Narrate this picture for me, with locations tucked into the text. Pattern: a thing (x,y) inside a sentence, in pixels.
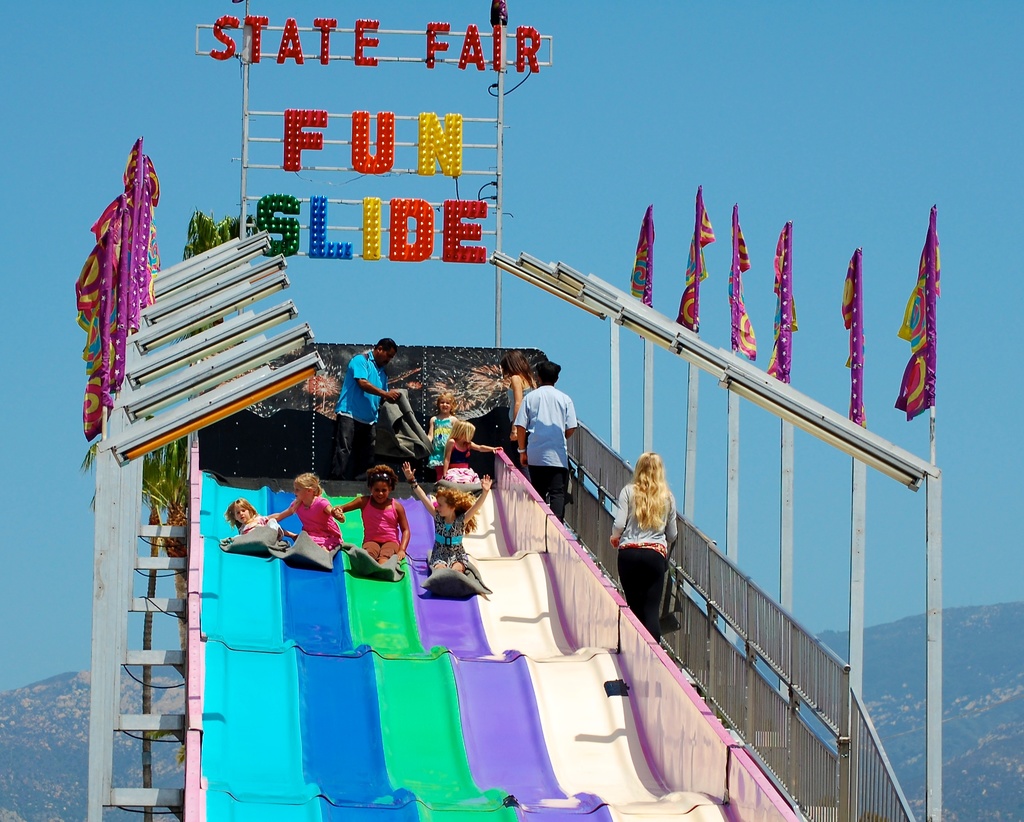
In this image we can see a fun slide (388,584) with the kids (324,521) and also the people (536,436) and flags (121,222). In the background (89,723) we can see the mountains (957,655) and also trees (158,499) and the sky (693,130).
